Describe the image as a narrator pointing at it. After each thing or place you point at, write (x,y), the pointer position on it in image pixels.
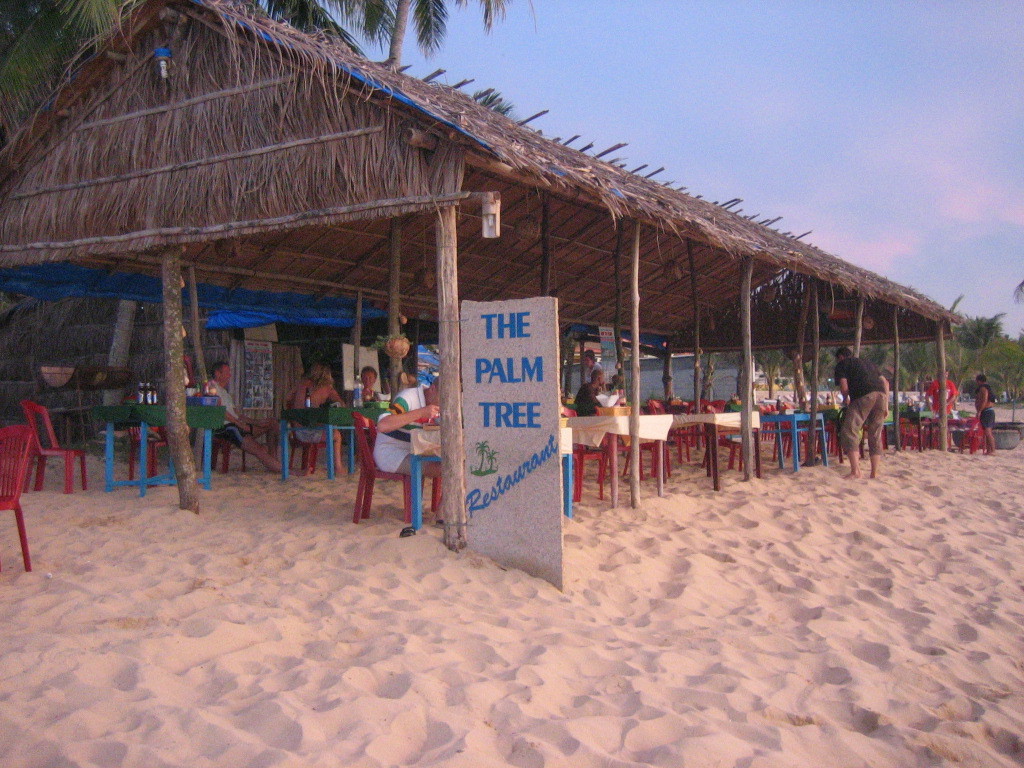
In this image I can see few people (394,431) some are standing and some are sitting on the chairs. I can also see shed (246,134) in brown color, trees (72,17) in green color and sky (789,57) in blue color.
